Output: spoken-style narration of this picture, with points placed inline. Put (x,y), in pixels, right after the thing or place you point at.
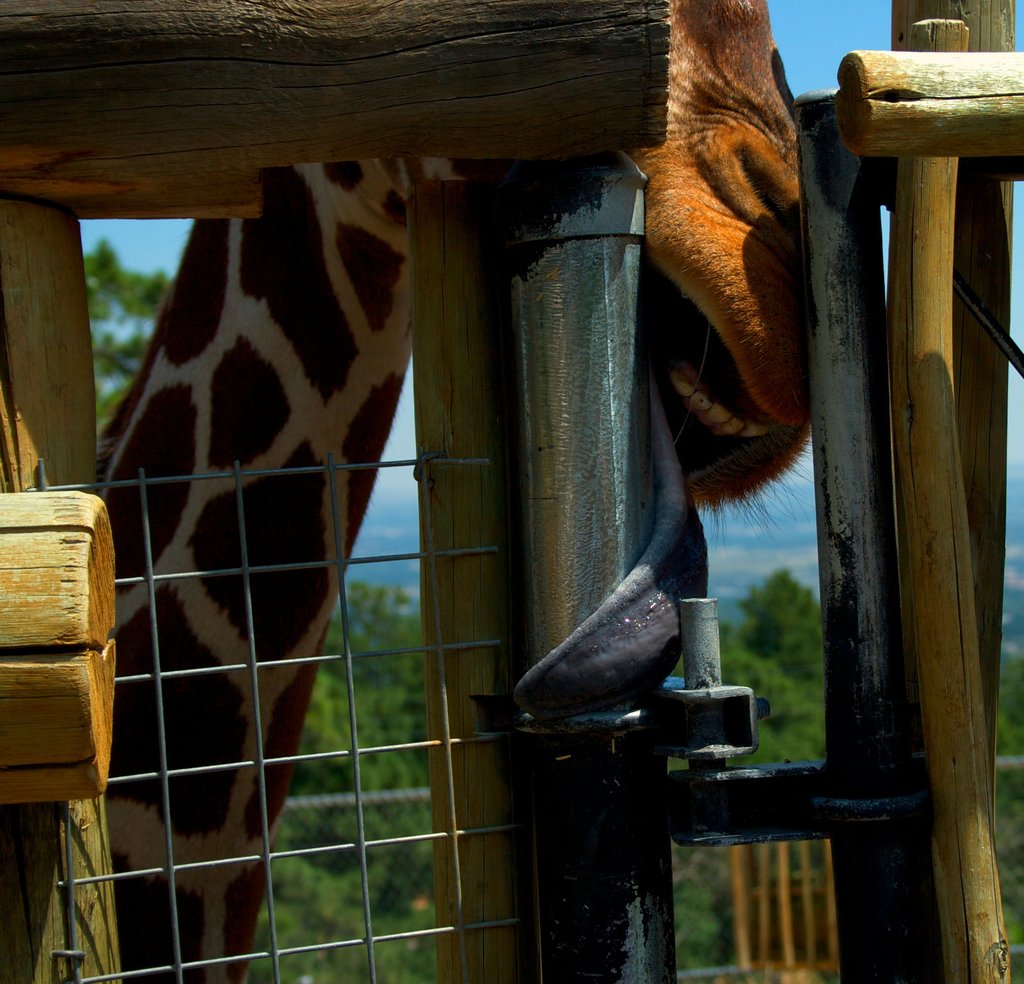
In this image we can see there is a giraffe (713,374), in front of the giraffe (681,408) there is a fence (235,89) with wooden sticks (151,59). In between them there are iron rods (701,663). And at the back (709,545) there are trees (779,647) and the sky (815,52).
